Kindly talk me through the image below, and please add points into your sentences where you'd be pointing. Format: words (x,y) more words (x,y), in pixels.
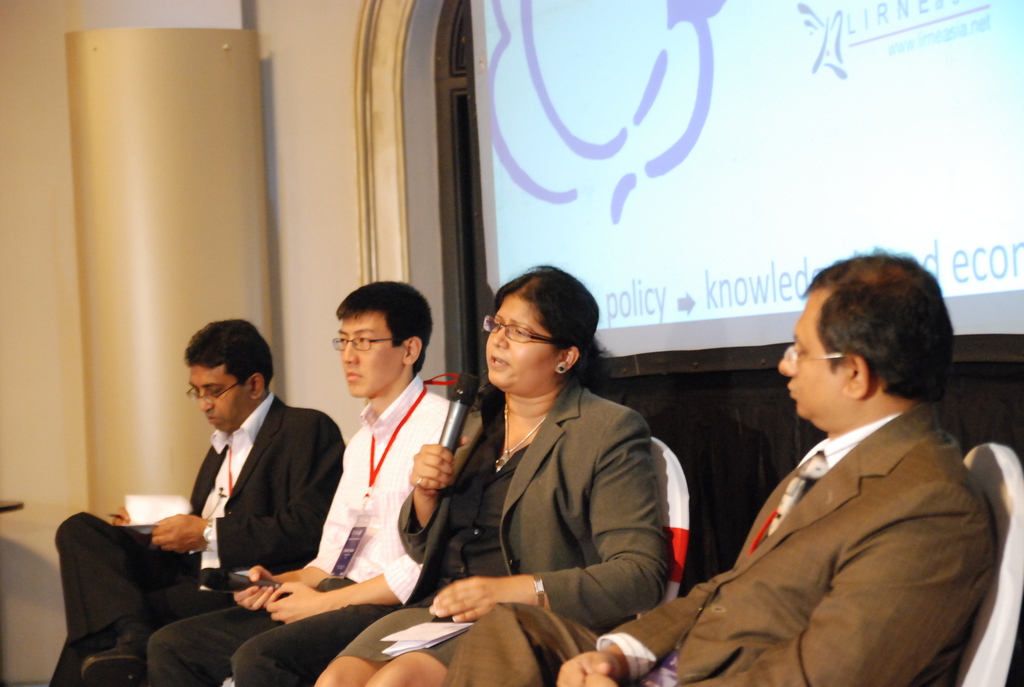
In this image we can see a group of people (521,494) sitting on the chairs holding the mics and papers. On the backside (341,270) we can see a wall (339,259), a tube (187,328) and the display screen (767,331) with some text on it.
